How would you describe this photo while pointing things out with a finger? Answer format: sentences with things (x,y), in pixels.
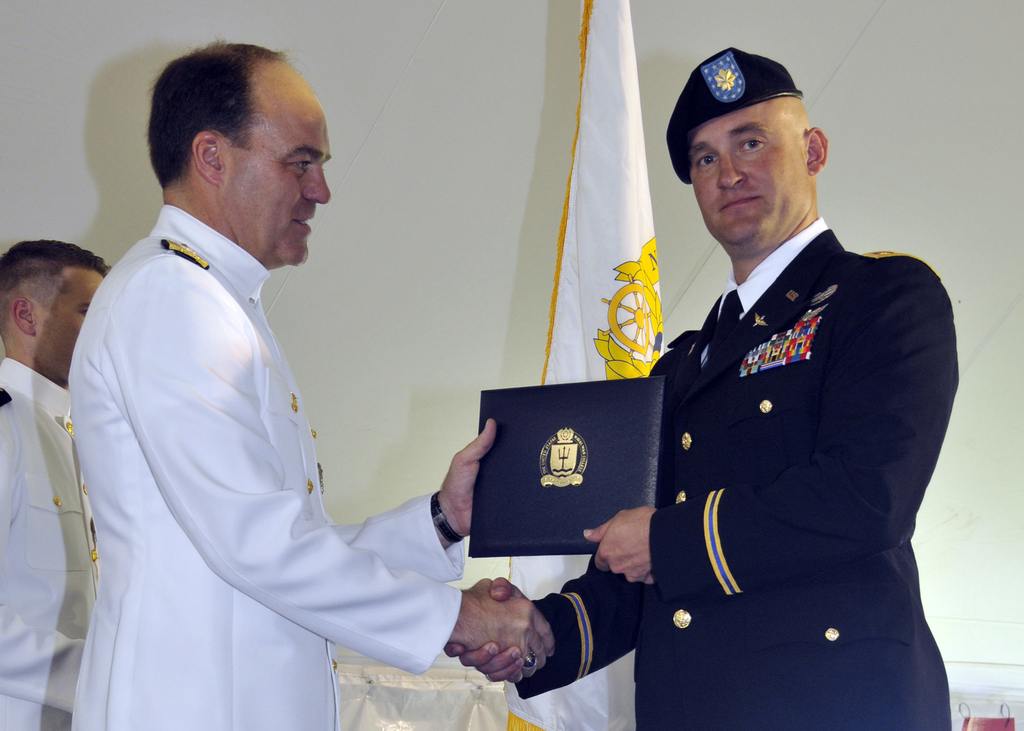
In this image, we can see three people (245,504). Here two men (703,348) are shaking hands (548,633) and smiling. They are holding the same object (556,501). Background (606,255) there is a wall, cloth (469,686) and flag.
